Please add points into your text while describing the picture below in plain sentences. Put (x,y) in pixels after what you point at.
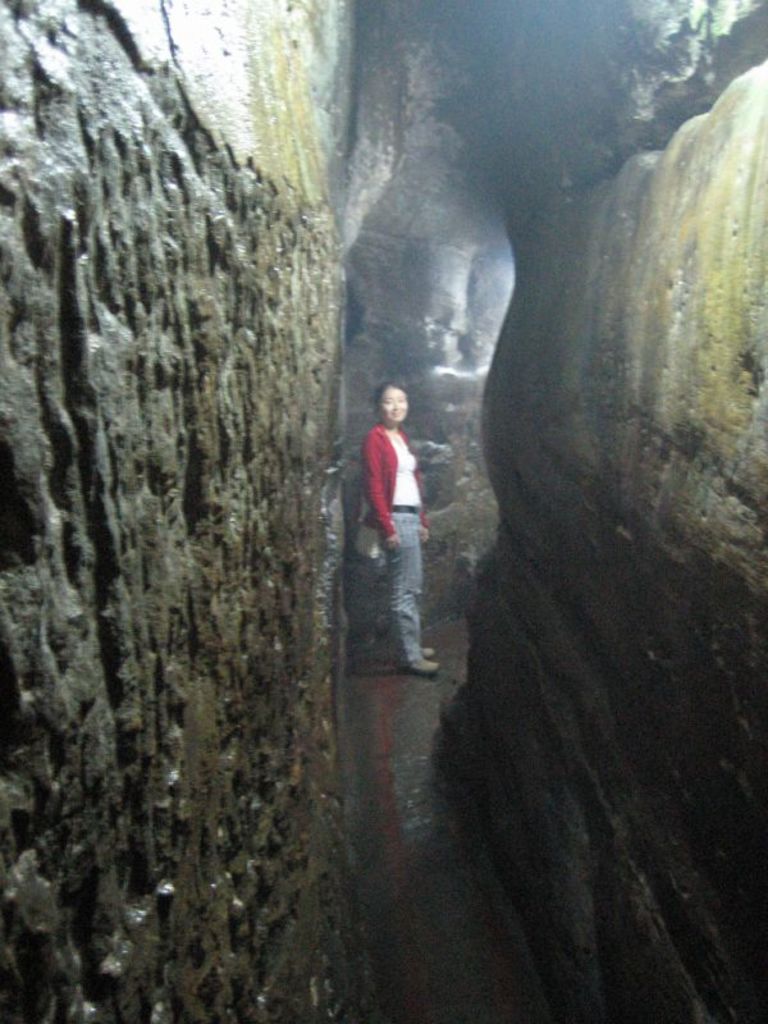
In this picture, there is a cave (485,419). In the center (383,426), there is a woman (388,456) wearing a white top (402,471), red shrug (384,472) and a blue jeans (397,520).
